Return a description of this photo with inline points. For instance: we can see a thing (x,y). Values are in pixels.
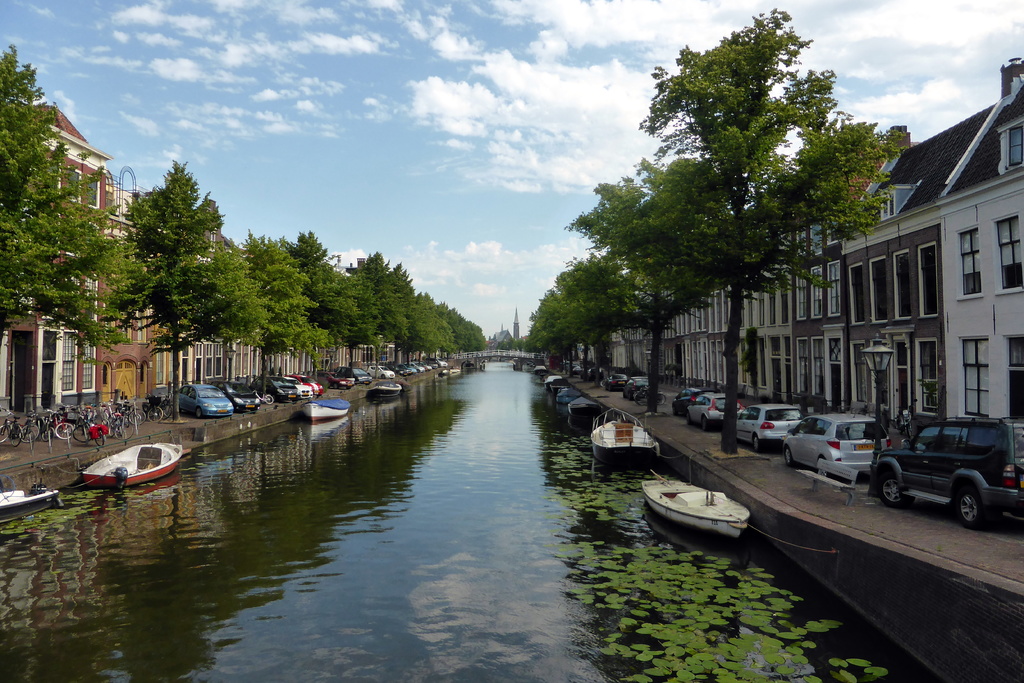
In this picture there are boats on the water (484,446) in the image and there are buildings (957,289), cars (685,399), and trees (741,317) on the right (691,390) and left side of the image (257,344) and there are other buildings (504,339) in the background area of the image (517,332) and there are bicycles (63,419) on the left side of the image (48,426).
